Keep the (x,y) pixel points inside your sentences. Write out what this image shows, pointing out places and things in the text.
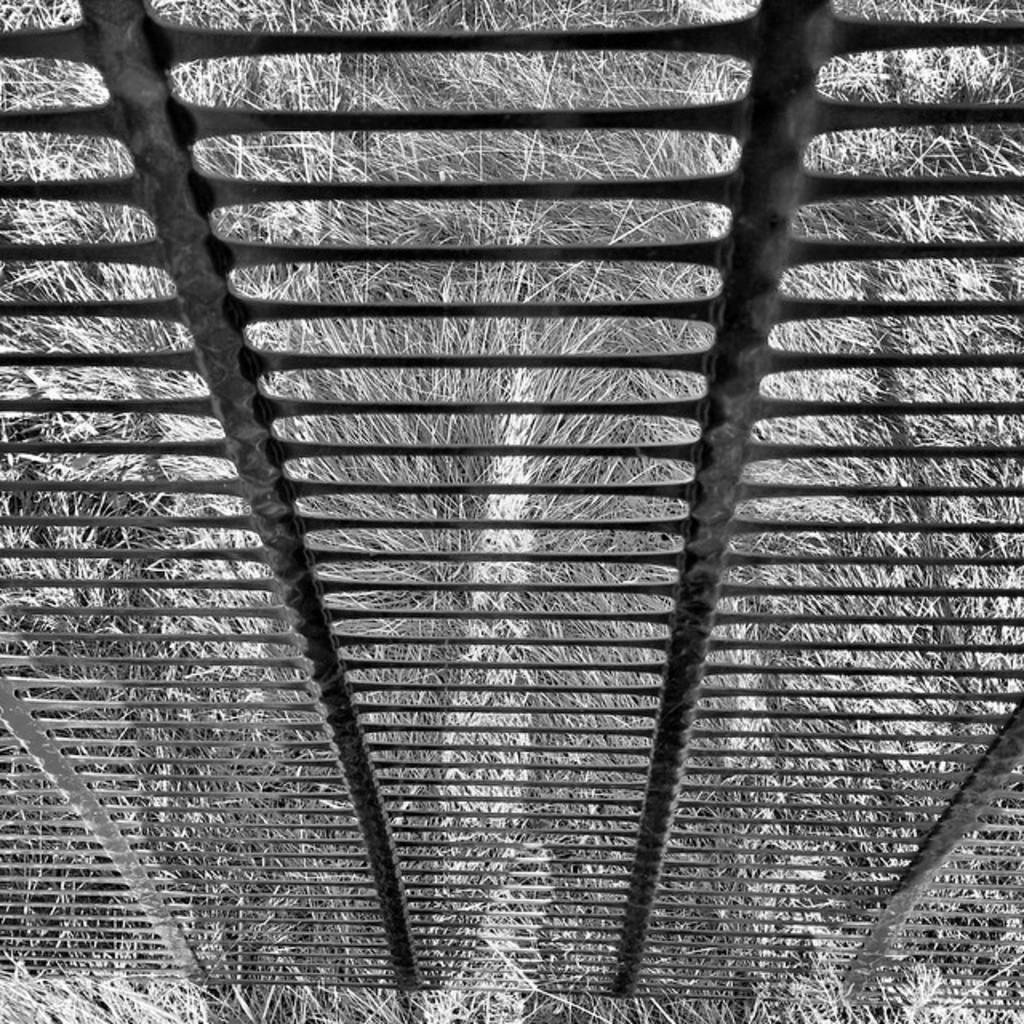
In the picture we can see a railing (945,858) on the dried grass surface (638,657).
